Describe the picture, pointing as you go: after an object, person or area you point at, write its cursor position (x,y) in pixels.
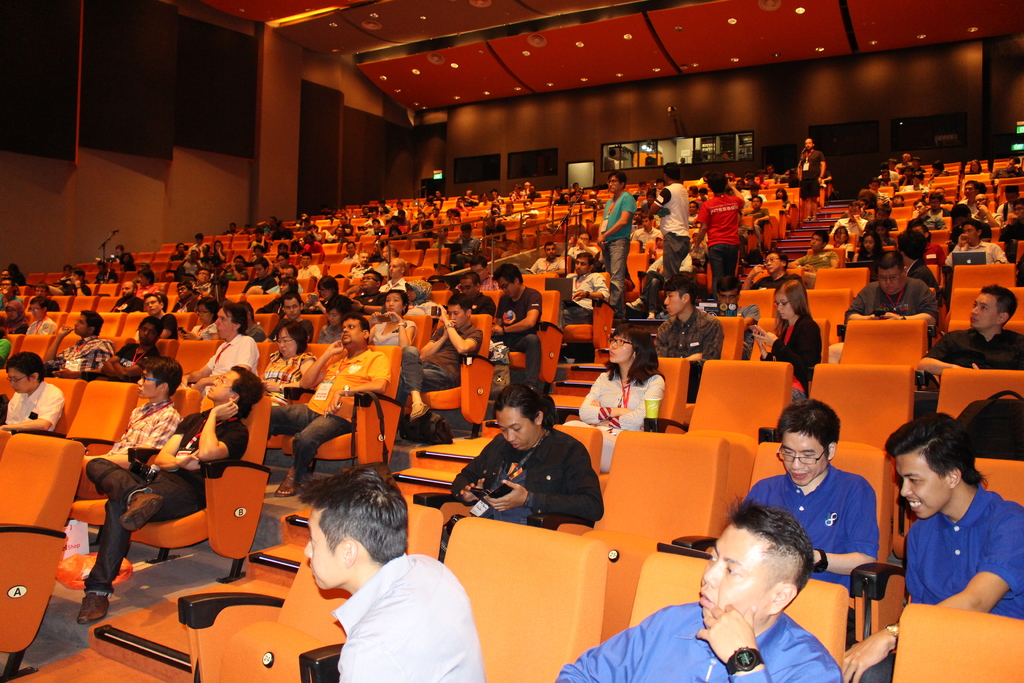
This image is taken indoors. In this image there are a few stairs (412,477) and there are many chairs (628,531), a few (23,490) are empty. Many people (766,578) are sitting on the chairs (268,433) and a few (660,209) are standing. In the background (172,214) there are a few walls (533,130). At the top of the image (521,50) there is a ceiling (757,33) with lights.
